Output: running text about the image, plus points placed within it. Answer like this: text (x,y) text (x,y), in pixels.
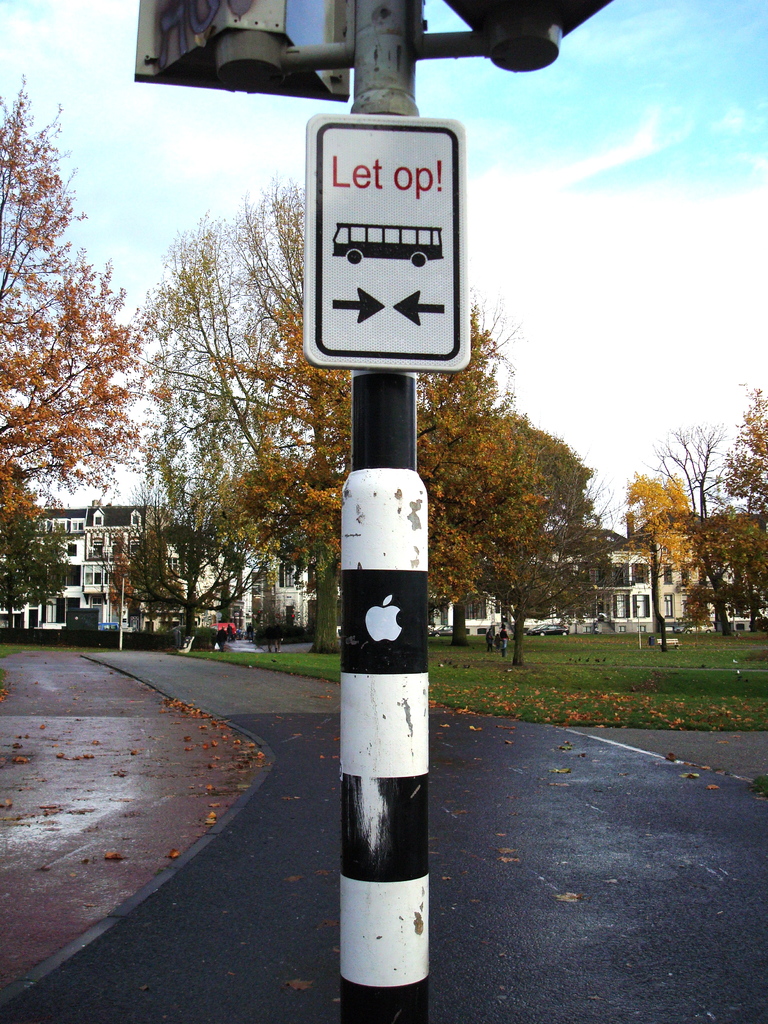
In this picture we can see traffic signs (321,122) attached to a pole (413,959) with an apple symbol (373,611) on it, dried leaves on the road (626,729), grass (551,666), trees (480,555), buildings (280,565) and some people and in the background (224,285) we can see the sky (266,239) with clouds (510,164).
